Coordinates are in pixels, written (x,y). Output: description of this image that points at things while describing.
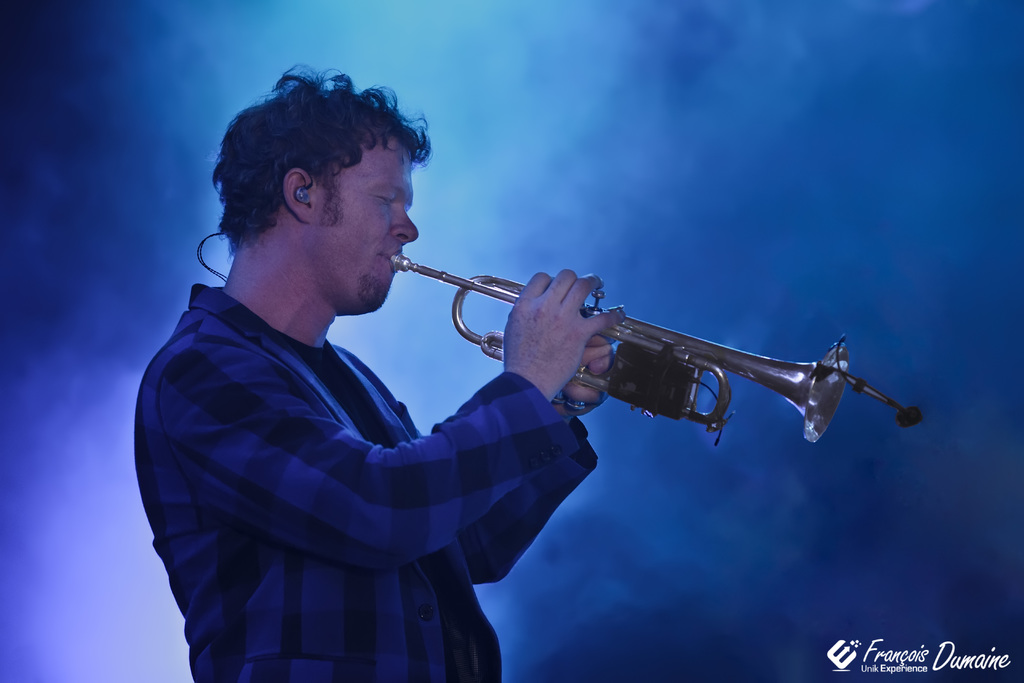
In the picture I can see a man (323,429) is standing and playing a musical instrument (649,339). Here I can see a watermark (891,660) on the bottom right corner of the image (861,657).
